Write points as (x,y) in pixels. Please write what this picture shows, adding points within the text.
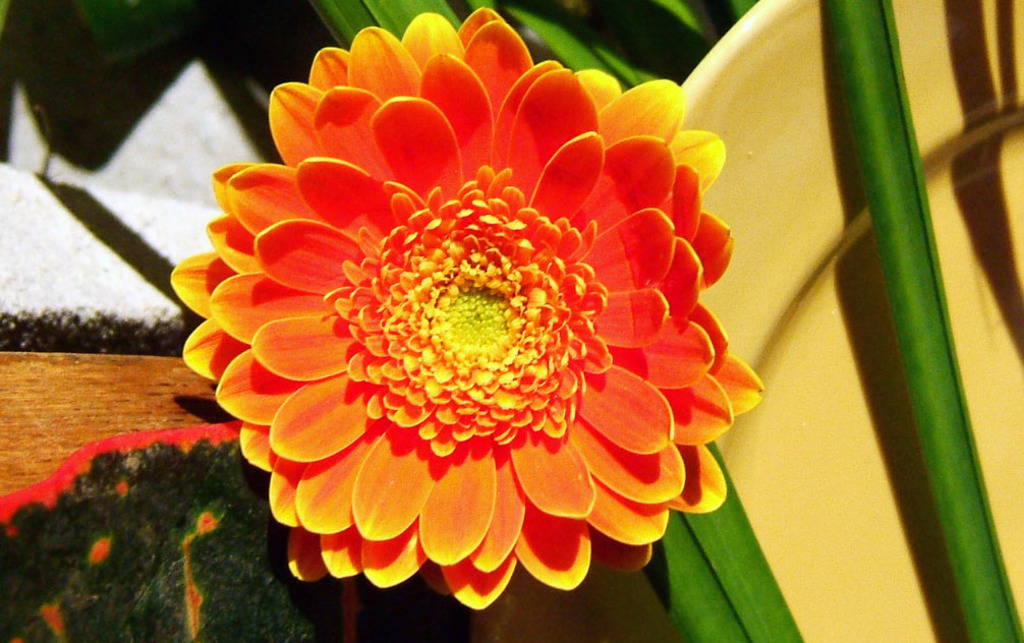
In this image we can see a flower (565,342). There are leaves (385,1).
